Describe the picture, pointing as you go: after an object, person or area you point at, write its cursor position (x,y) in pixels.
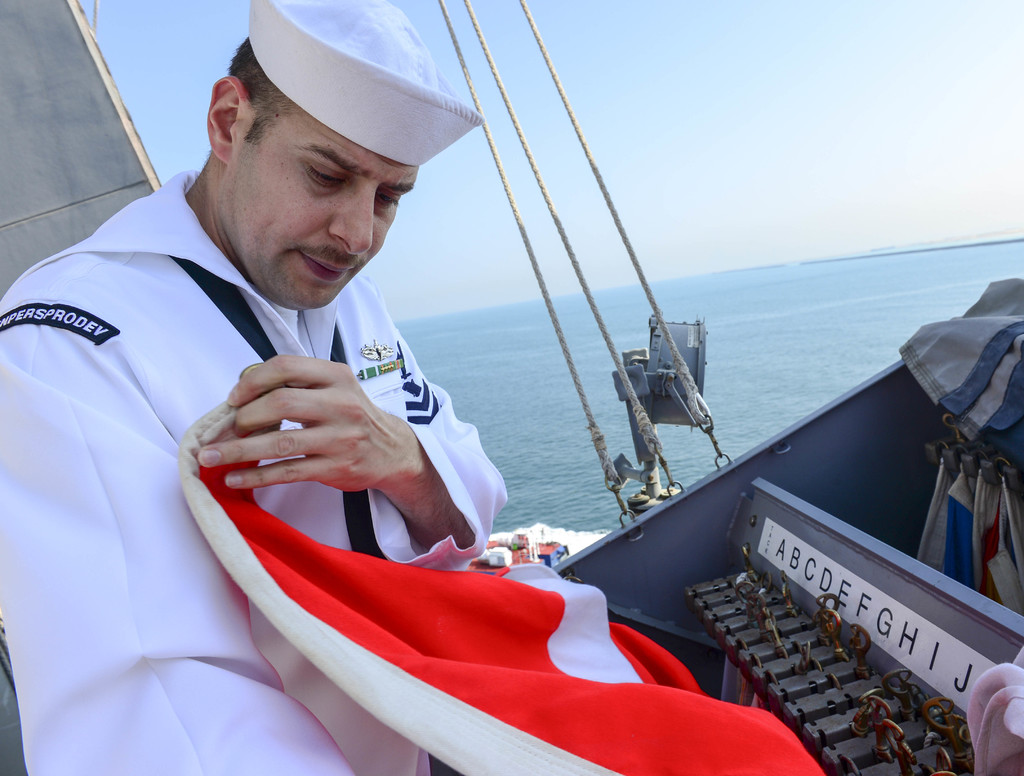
In the image in the center (679,424) we can see one ship (37,193). In the ship (752,671), we can see one person (268,738) standing and holding cloth (368,612) and he is wearing white color cap (305,99). And we can see ropes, clothes (957,380) and few other objects (936,640). In the background (521,109) we can see water (876,294) and sky (885,126).
